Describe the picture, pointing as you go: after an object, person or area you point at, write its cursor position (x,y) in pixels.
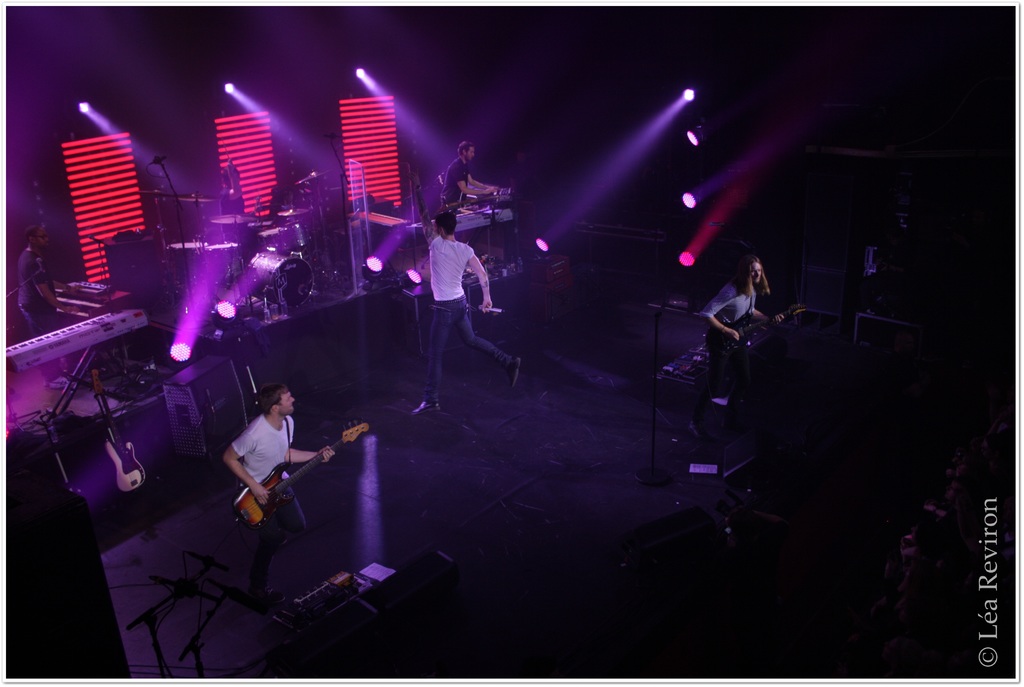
This picture might be taken in a concert, in this image there are some people (730,351) who are holding some musical instruments (274,471). In the foreground (267,512) there are two persons (696,435) who are holding guitars (749,325) and playing, and in the center (440,263) there is one person (452,284) who is holding a mike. And in the background (23,276) there are some people (23,276) who are playing drums (201,245), and also there are some drums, sound systems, lights (124,196). And in the background (98,171) there are some lights (369,118). At the bottom (571,541) there is stage (315,539) and on the right side (991,601) there is text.
